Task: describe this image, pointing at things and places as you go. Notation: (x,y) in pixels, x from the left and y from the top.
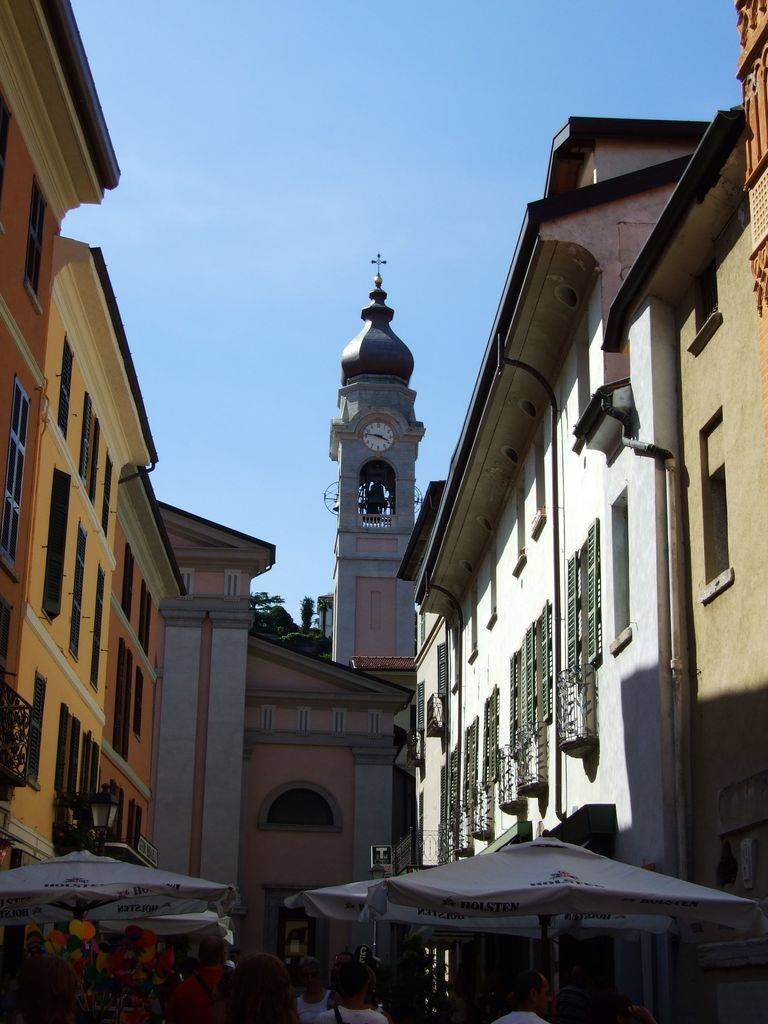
In this picture we can see tents (527,883) and few people (285,970) and in the background (292,971) we can see buildings (392,715) and the sky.
